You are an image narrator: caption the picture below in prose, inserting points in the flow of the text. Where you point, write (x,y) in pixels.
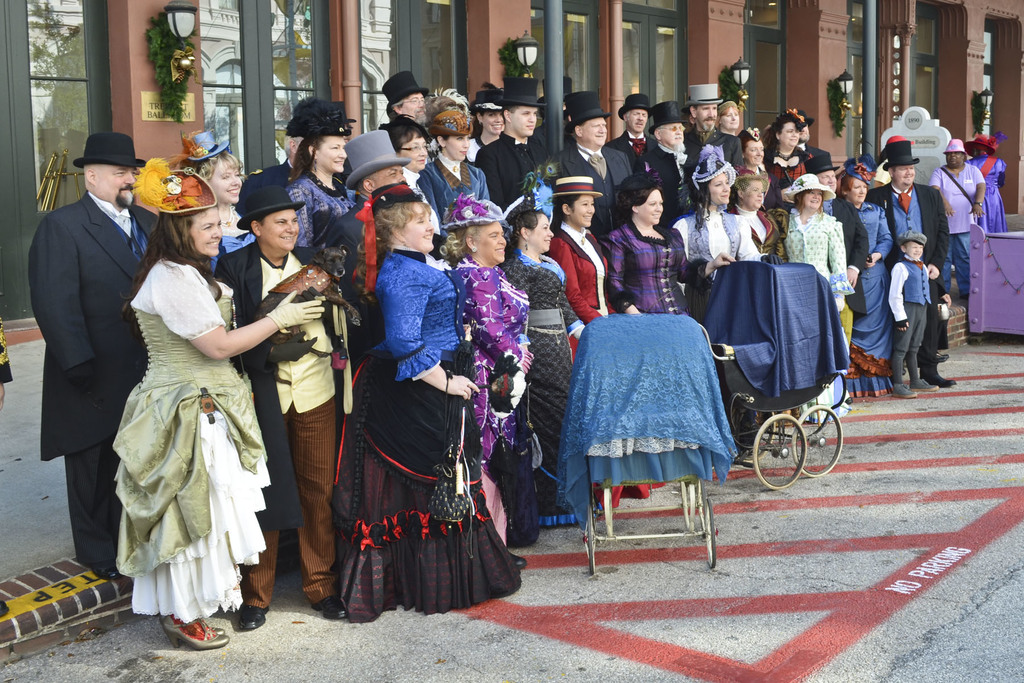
In this image we can see a group of persons (78,253) standing on the ground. In the background (169,71) we can see plants (174,50), lights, poles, doors (45,105) and windows (671,90).
